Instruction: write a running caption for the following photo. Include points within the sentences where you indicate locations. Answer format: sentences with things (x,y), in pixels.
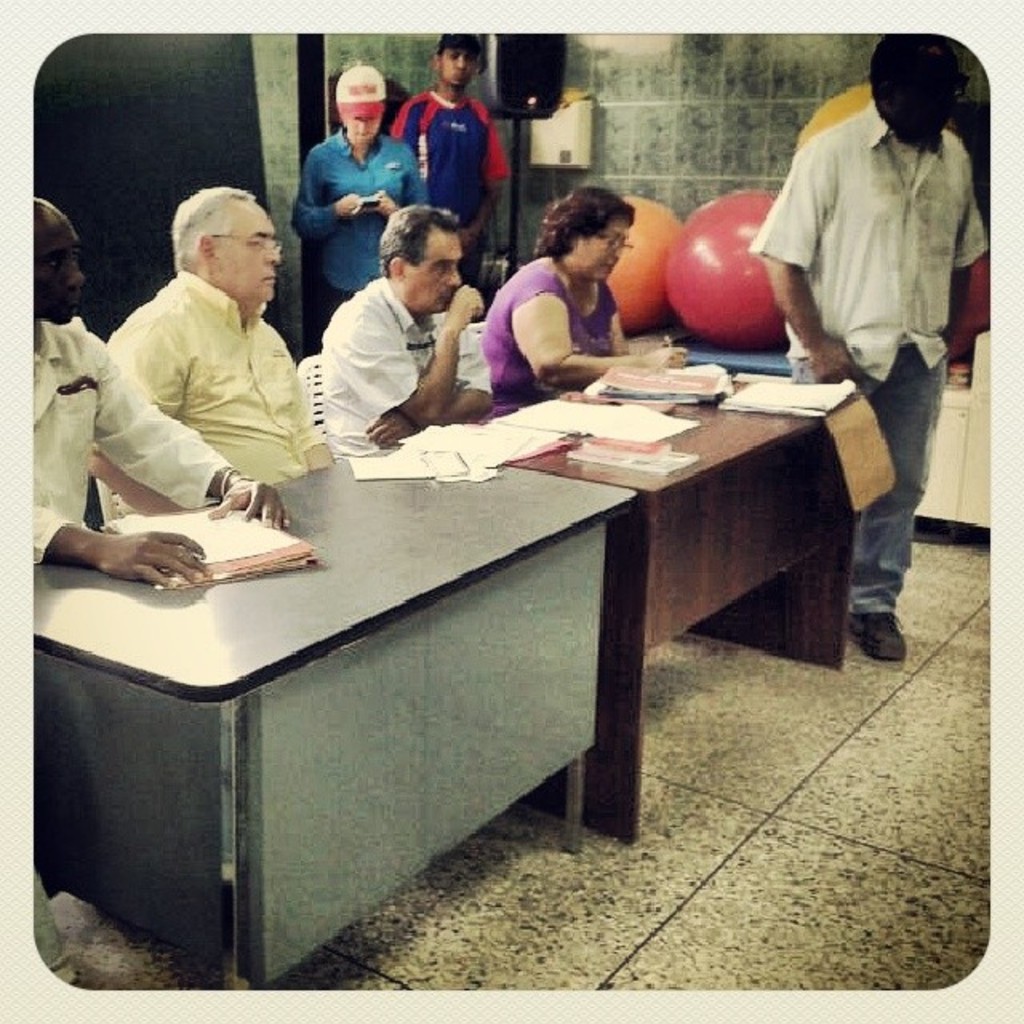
In the picture we can see some people (273,426) are sitting on a chair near the tables (516,500), on the table (560,490) we can see some papers (468,450) and files (688,385) on it, and one person (914,392) standing near to the table (799,452), in the background (359,250) we can see there are also two people (352,169) standing and wall (502,125).
